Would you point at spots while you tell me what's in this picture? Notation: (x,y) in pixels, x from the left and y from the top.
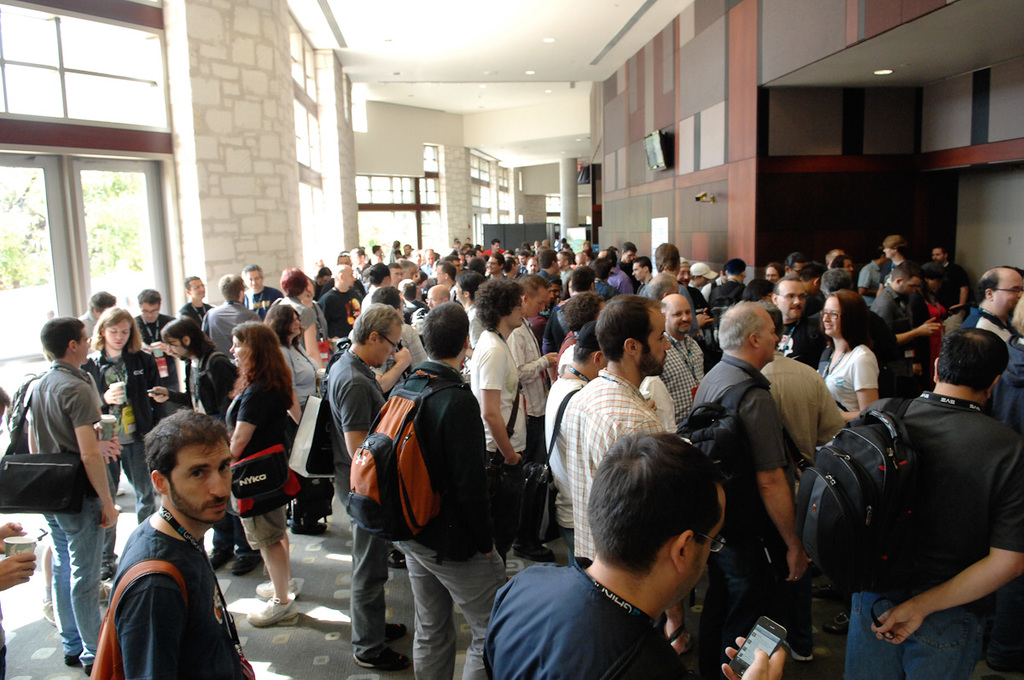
There is a crowd (475,311) present as we can see at the bottom of this image (370,539) and there is a wall (688,221) in the background (593,209). We can see a glass door (34,243) is on the left side of this image (50,252).
